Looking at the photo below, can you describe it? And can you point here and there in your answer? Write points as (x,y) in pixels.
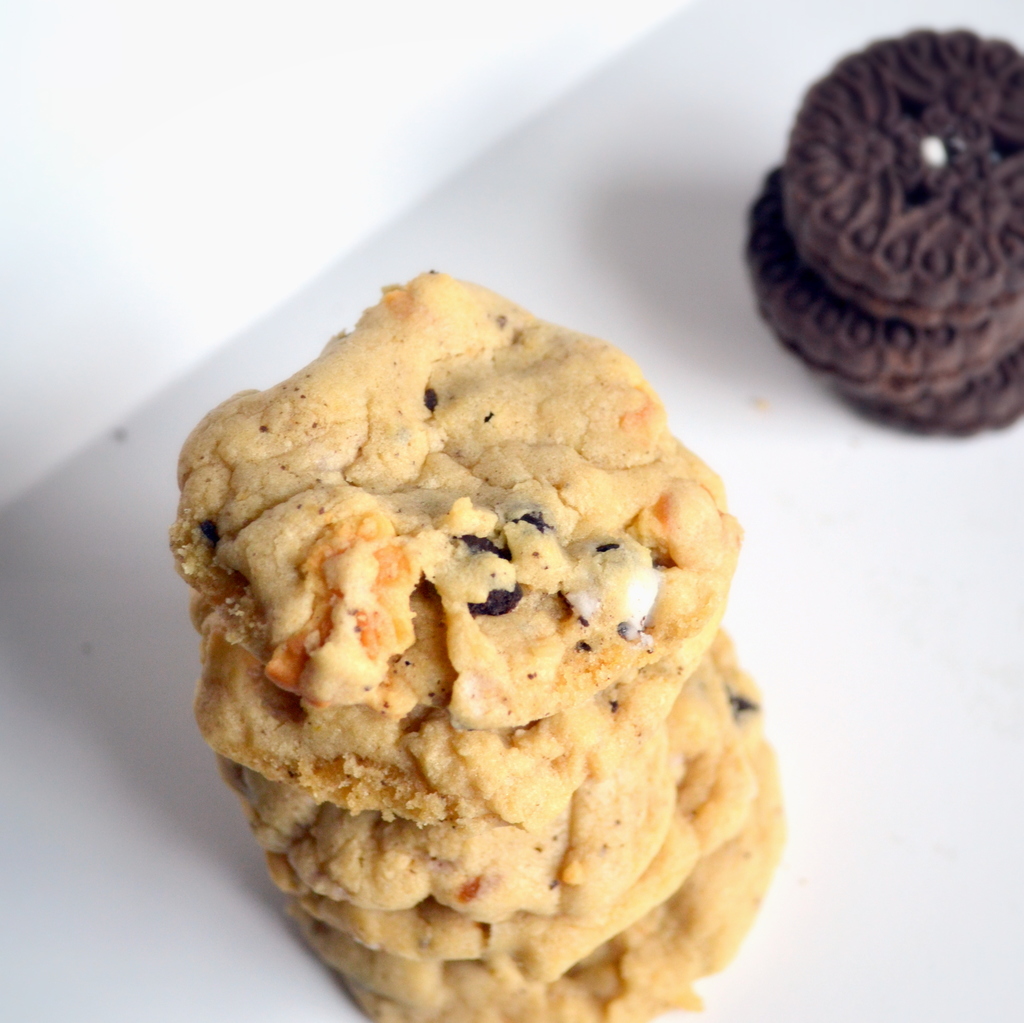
In this image I can see few food items (578,853) and they are in cream and brown color and the food items (586,855) are on the white color surface (1003,811).
